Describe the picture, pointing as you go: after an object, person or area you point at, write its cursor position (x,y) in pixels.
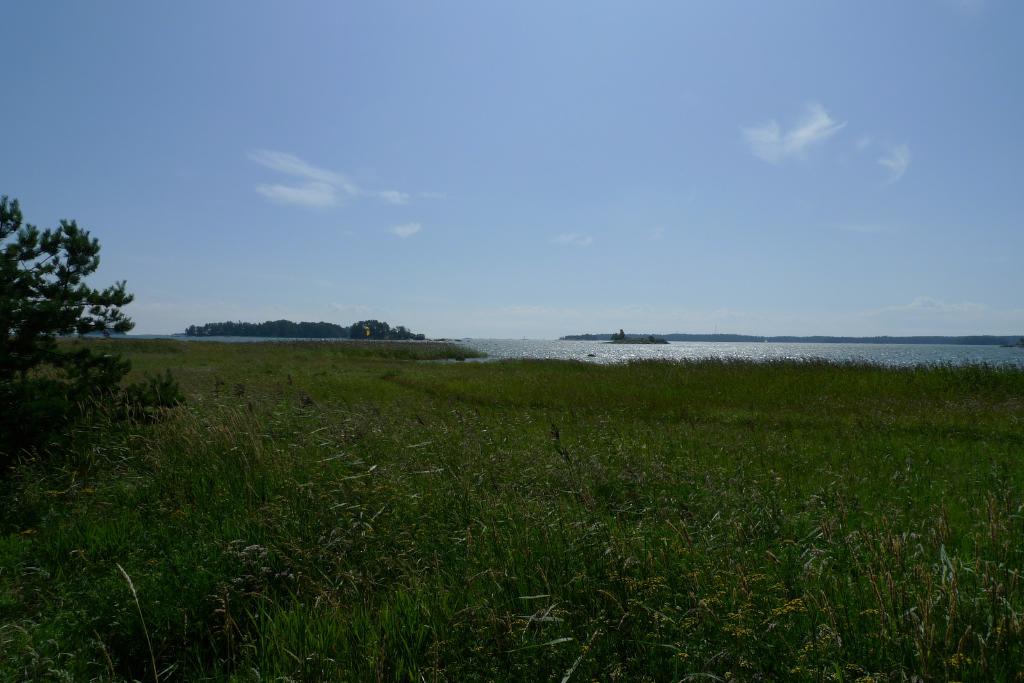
In this picture we can see some grass (289,357) from left to right. There is a plant (9,373) on the left side (34,332). We can see some greenery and water (1007,350) in the background (295,337). Sky (662,244) is blue in color and cloudy.
